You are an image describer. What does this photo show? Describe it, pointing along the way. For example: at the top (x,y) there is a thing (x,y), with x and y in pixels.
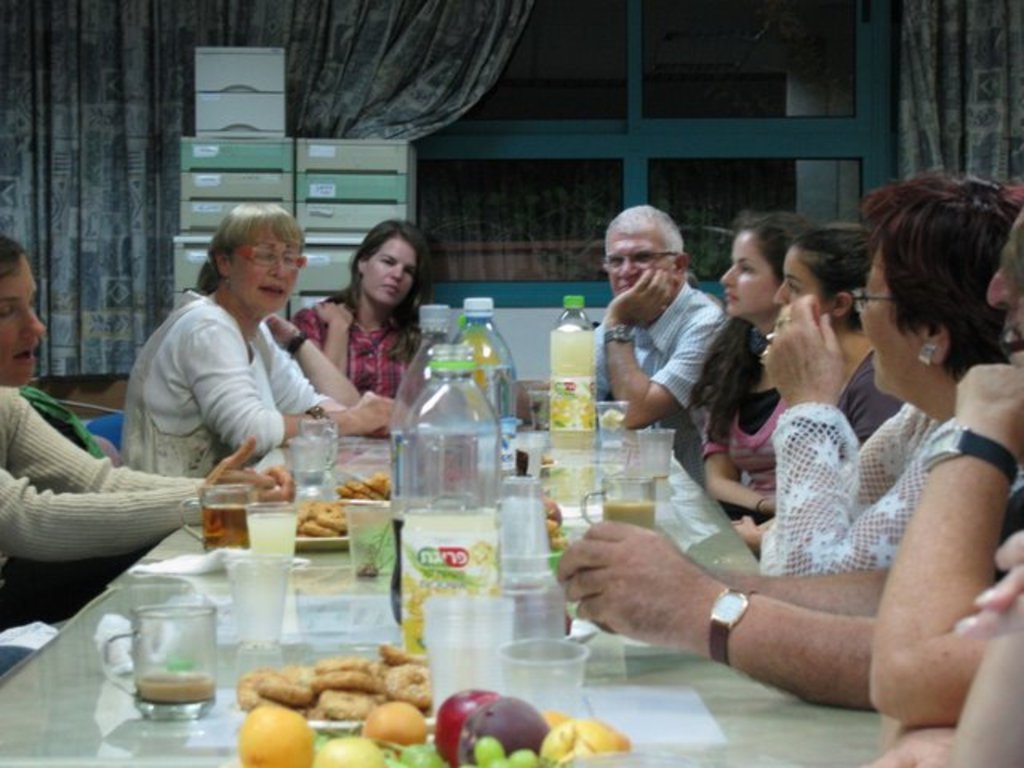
As we can see in the image in the front (27,318) there are few people (244,244) sitting on chairs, curtains (369,53), window (702,80), boxes (201,71) and a table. On table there are bottles (474,317), glasses (329,460), plates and different types of food items (321,697).
